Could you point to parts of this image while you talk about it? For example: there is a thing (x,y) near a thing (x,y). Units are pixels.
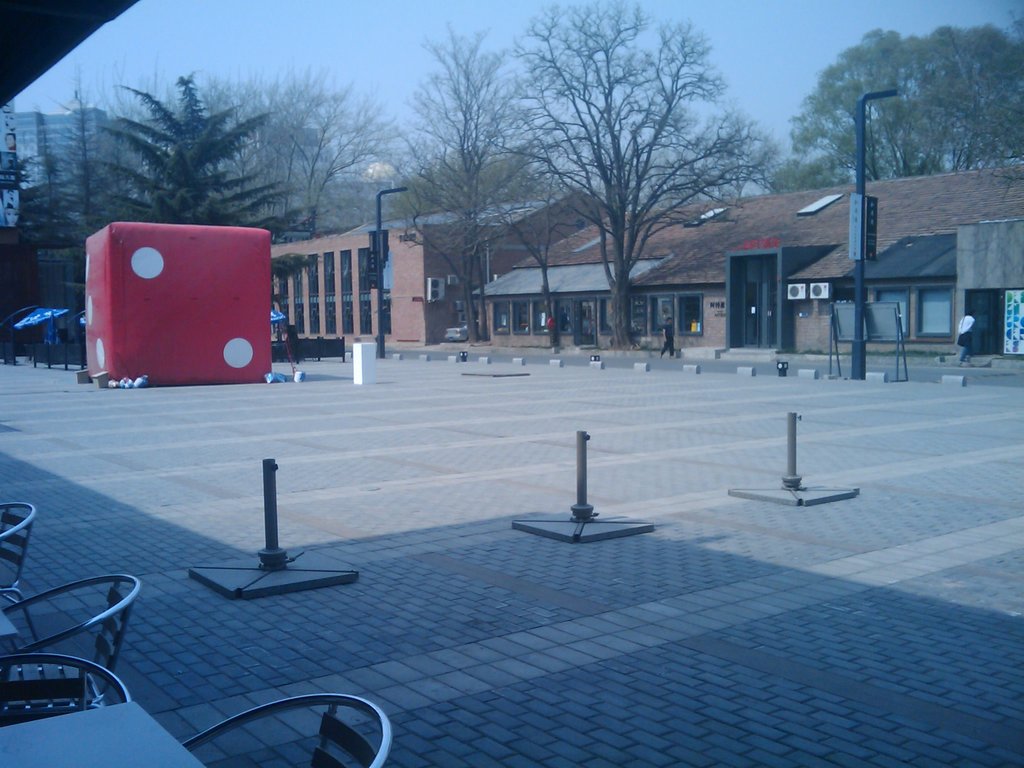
In this picture, we can see there are poles (384,191) with boards (388,234) attached to it. Behind the poles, there are houses (446,219) and the sky (514,44). A person (665,346) is walking on the road (658,358). On the left side of the image (4,143), there is a banner (11,157), trees (456,207) and buildings (57,302). At the bottom left corner of the image (90,743), there is a table (80,734) and chairs (91,705).
